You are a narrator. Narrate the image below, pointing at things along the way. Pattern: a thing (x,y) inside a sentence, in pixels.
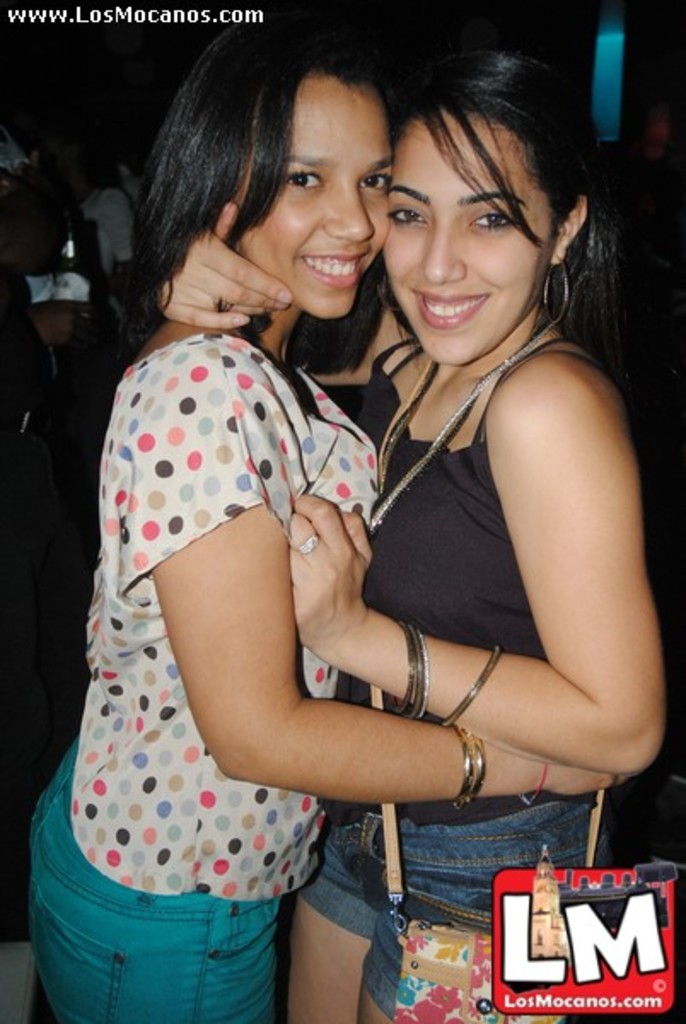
In this image I can see two women (274,560) are holding each other, standing and smiling by looking at the picture.
